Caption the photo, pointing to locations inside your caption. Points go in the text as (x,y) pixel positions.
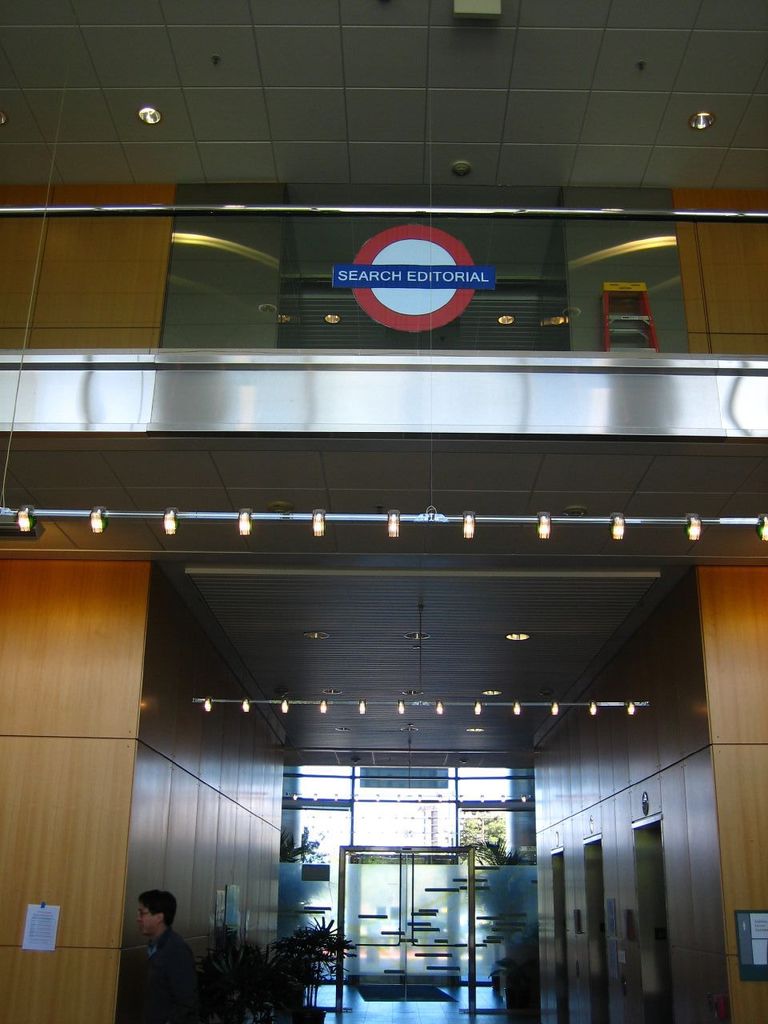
As we can see in the image there is building (86,687), plants (270,966), a man (173,952) walking, paper (44,930), lights (440,521) and door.
